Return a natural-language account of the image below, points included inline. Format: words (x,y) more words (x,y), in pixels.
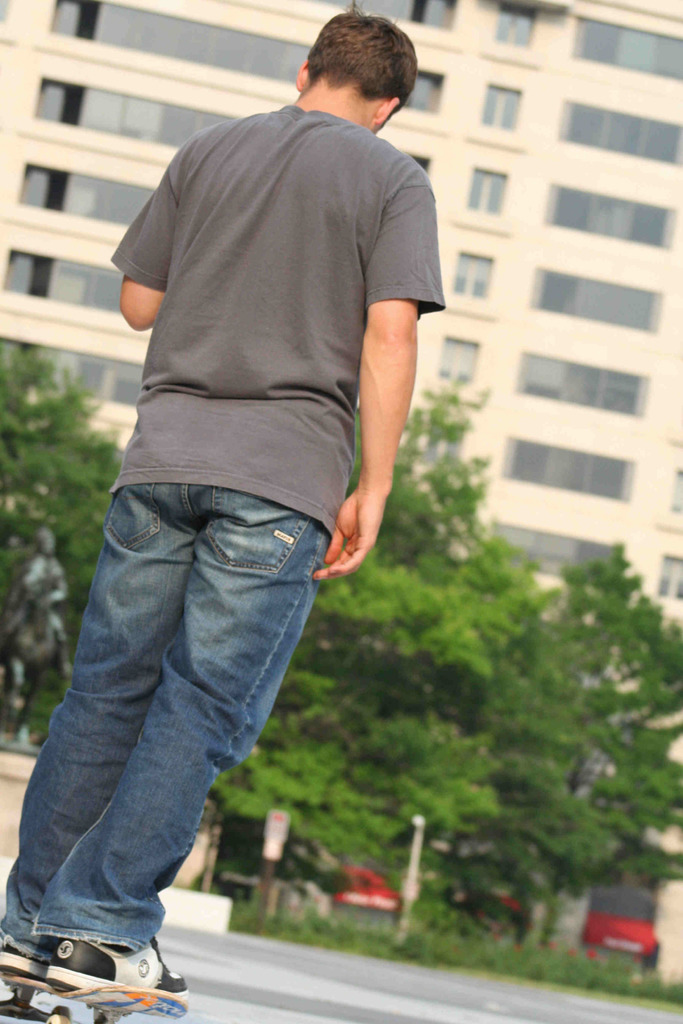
There is a man (125,684) standing on skateboard (184,1006). Background (280,4) we can see trees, buildings (308,11) and grass (677,993).
